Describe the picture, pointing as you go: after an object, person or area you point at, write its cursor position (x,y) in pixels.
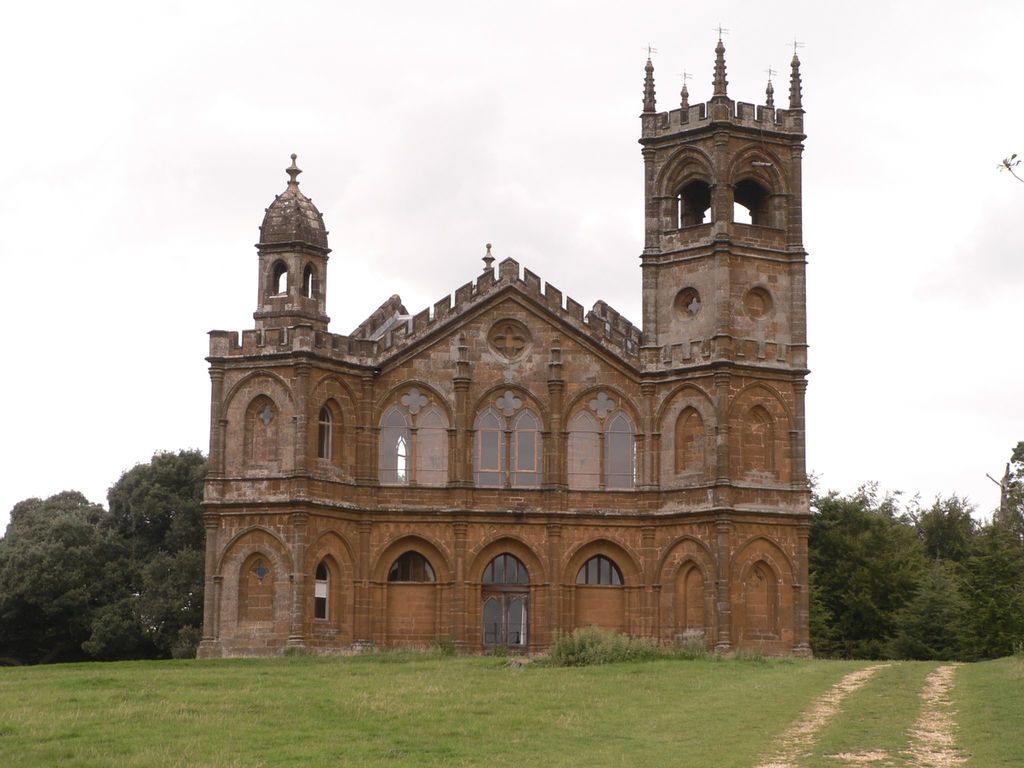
In this image in the center (478,498) there is one building (442,547), at the bottom (472,690) there is grass (482,679) and in the background (951,587) there are some trees (951,587). At the top (534,52) there is sky (269,100).
